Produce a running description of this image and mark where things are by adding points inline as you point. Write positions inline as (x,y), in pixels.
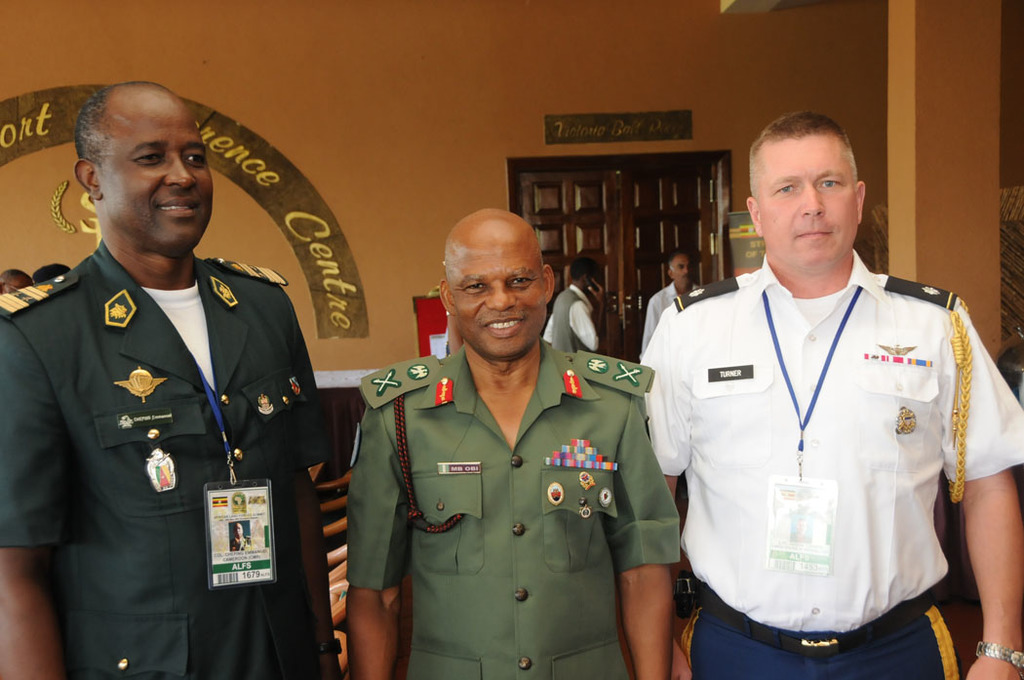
In this image in the front of there are persons (519,460) standing and smiling. In the background (453,206) on the wall (267,244) there is some text (311,240) written on it and there is a door (622,218) and there are persons (584,312).
